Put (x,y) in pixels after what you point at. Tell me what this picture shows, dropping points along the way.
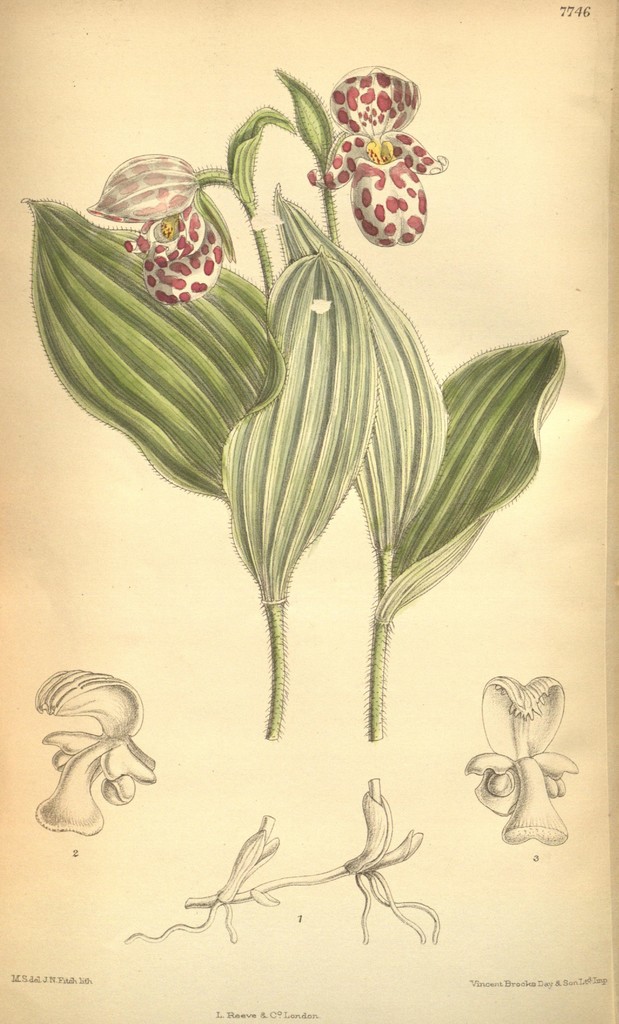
In this we can able to see a drawing (317,421) of two plants (253,499), there are white flowers (141,198) with red dots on it.
